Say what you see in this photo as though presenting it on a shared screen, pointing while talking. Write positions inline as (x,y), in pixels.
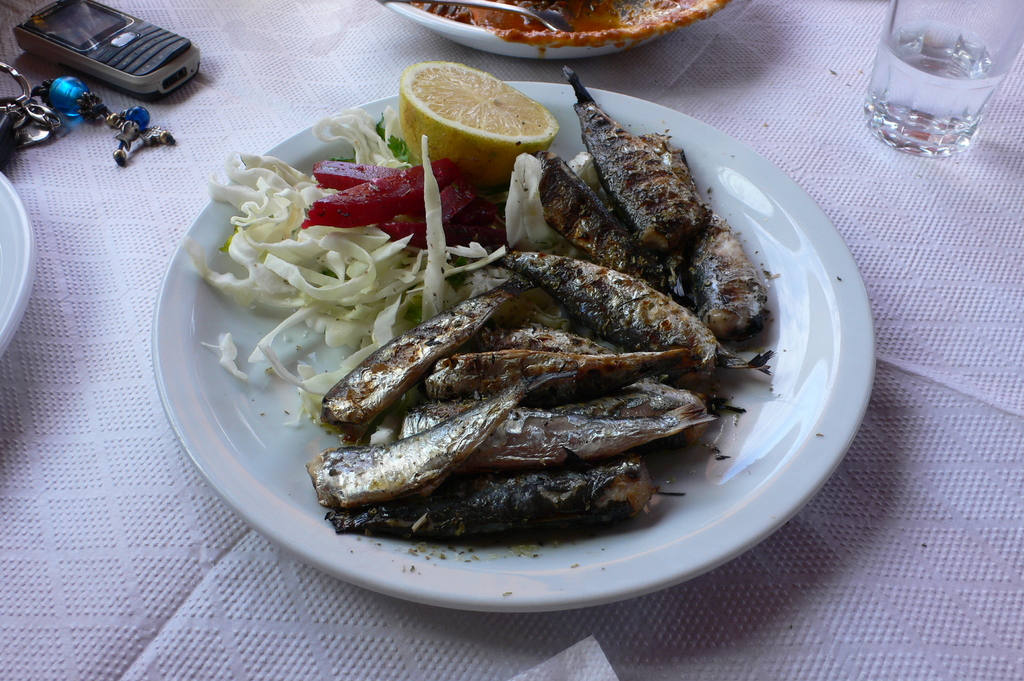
In this image in the front (540,407) there is food (580,384) on the plate (588,380). On the left side (126,73) there is a mobile phone (110,75) and there is a key chain (50,105) on the table (63,165) and there is an object (6,276) which is white in colour. On the right side (936,74) at the top of the image (941,90) there is a glass (955,76) and there is a bowl (571,28) and in the bowl (526,25) there is a spoon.
